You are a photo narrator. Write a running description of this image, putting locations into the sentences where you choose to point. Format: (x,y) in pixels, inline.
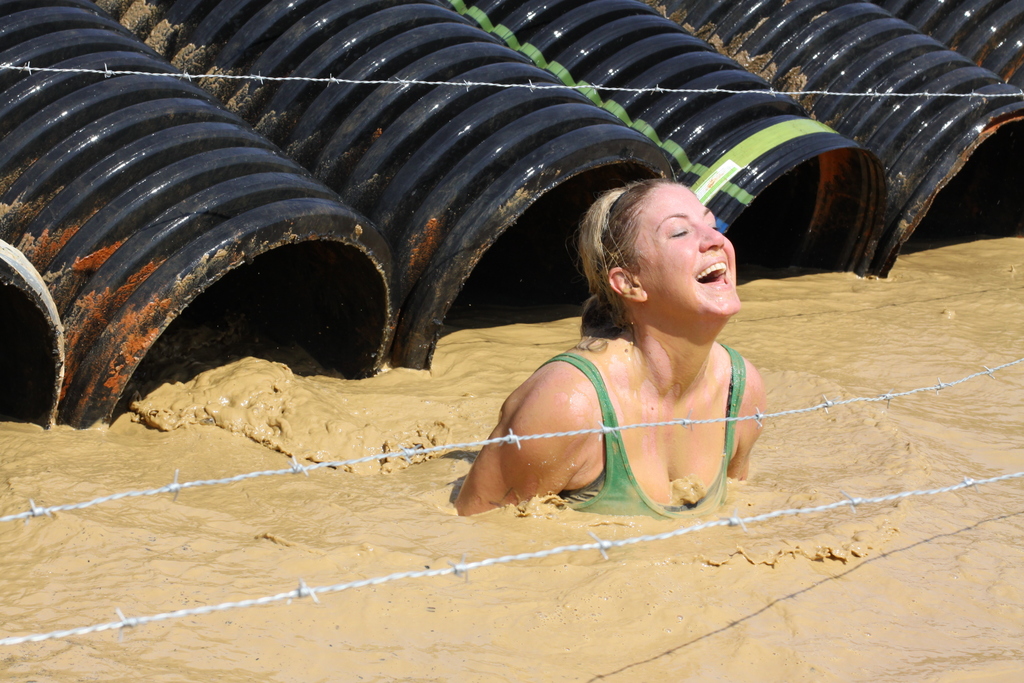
In the center of the image (548,422) we can see a lady (650,327) is present in the water (827,448). In the background of the image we can see the fencing (865,502). At the top of the image (544,186) we can see the drums (353,226).
